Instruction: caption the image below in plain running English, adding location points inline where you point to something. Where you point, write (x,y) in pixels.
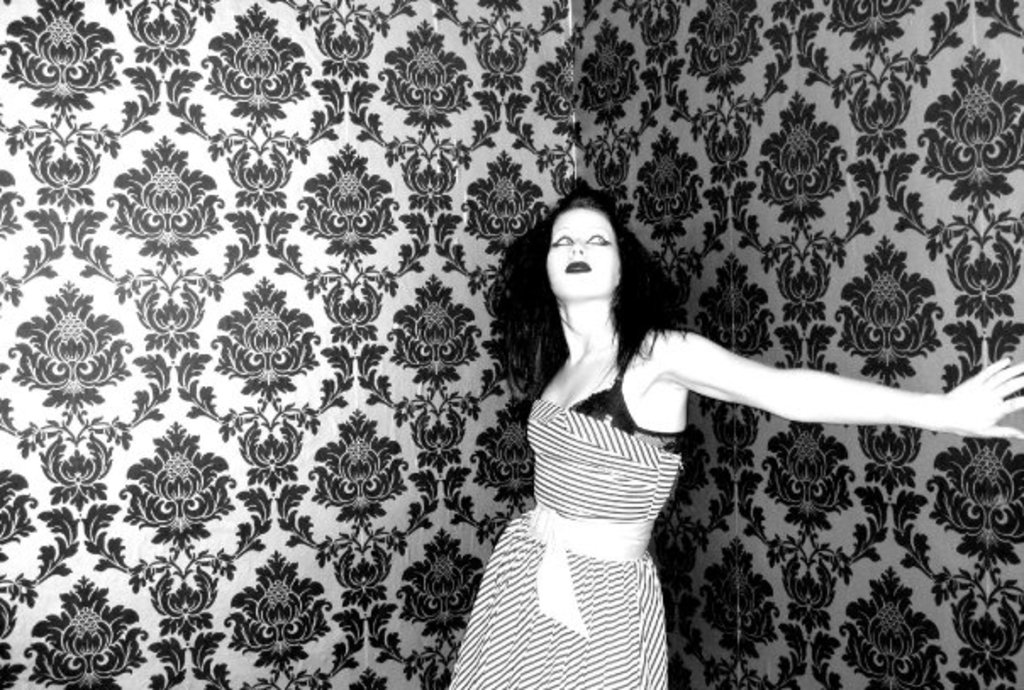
In this picture we can see a person (570,252) standing and a few designs (751,332) on the walls (482,469).
